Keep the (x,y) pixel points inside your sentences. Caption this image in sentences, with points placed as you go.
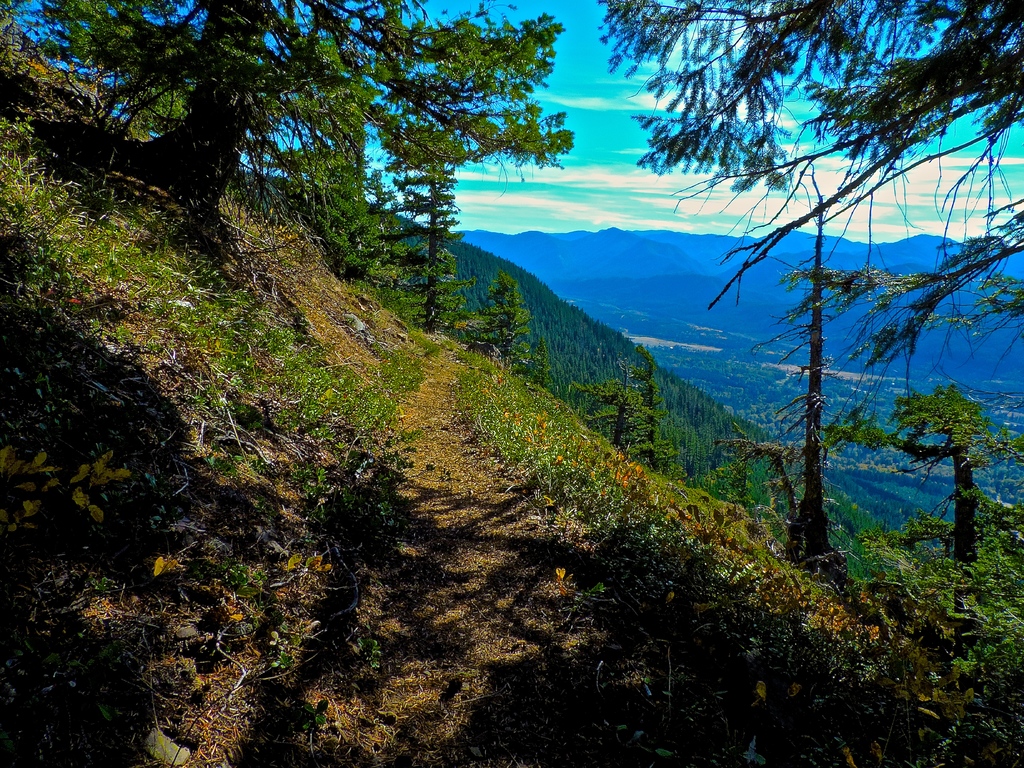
It is a beautiful scenery there is a trail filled with grass (124,319) and few trees (902,554), behind the mountain (520,278) there are many other hills (706,251) and in the background (664,183) there is a sky (583,0).
